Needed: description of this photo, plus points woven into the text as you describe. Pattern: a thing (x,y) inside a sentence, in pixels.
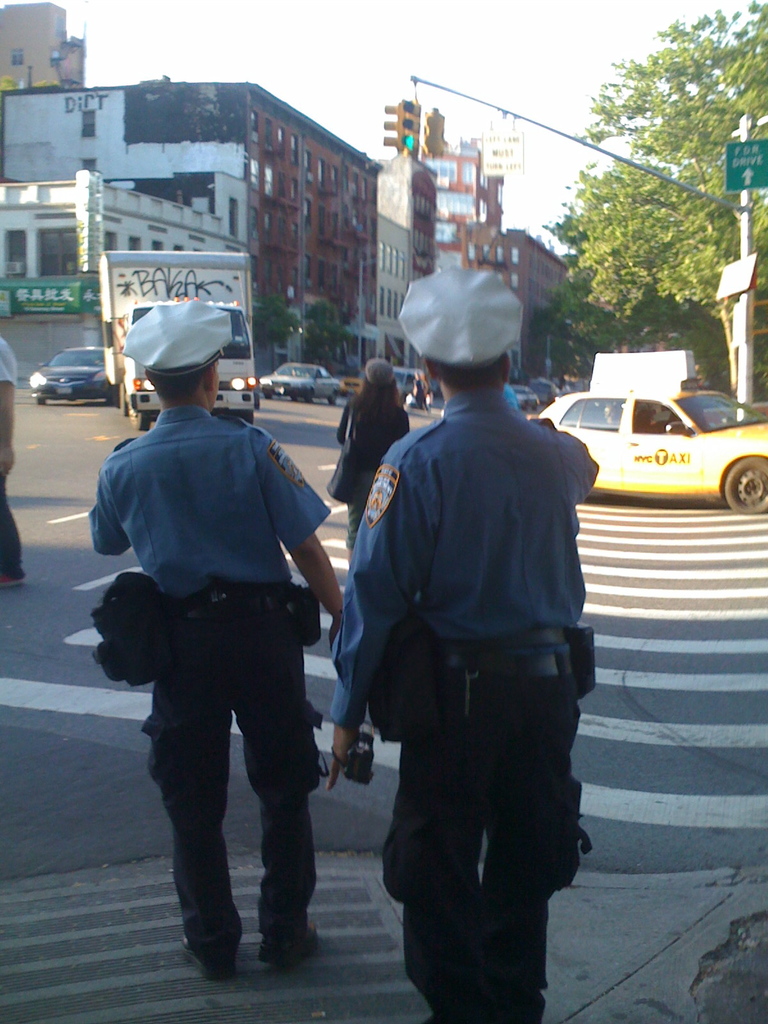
In this image, there are a few people (269,440), buildings (340,235), trees (666,270), vehicles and boards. We can see the ground (720,544) and the sky (399,66). We can also see a pole (742,215).
